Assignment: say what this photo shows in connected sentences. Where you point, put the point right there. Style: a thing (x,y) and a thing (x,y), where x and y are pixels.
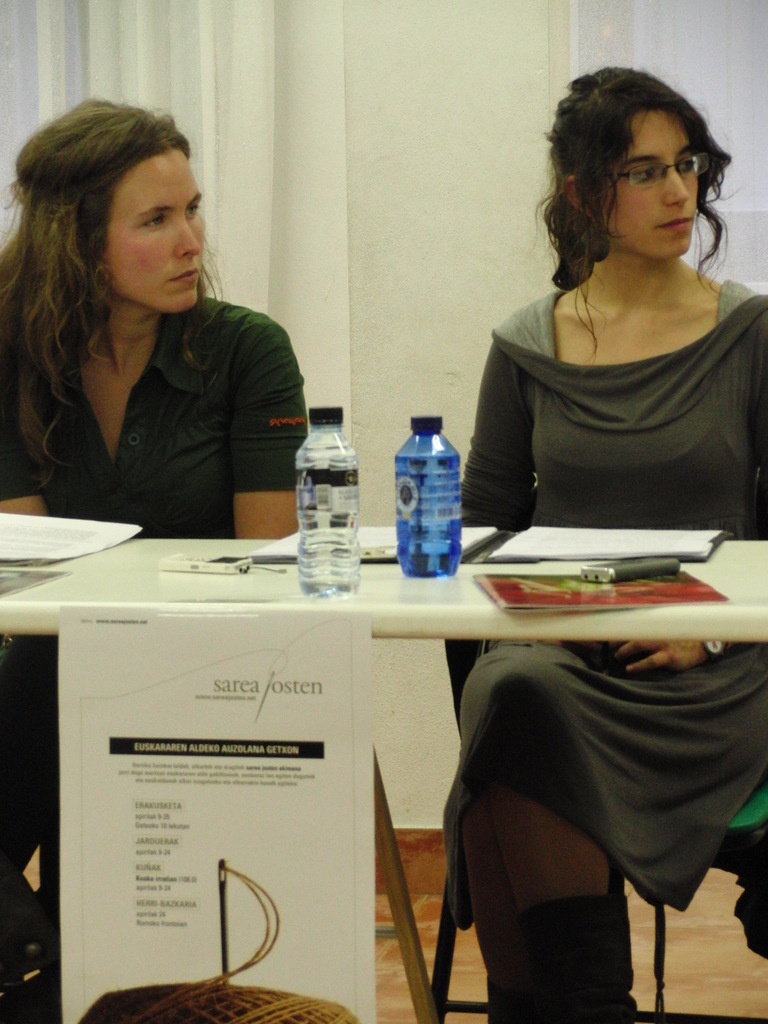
In this picture we can see two woman (536,347) sitting on chair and in front of them there is a table (140,556) and on table (651,607) we can see bottle (430,500), paper (598,548), lighter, book (551,600) and in the background (321,65) we can see curtain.
